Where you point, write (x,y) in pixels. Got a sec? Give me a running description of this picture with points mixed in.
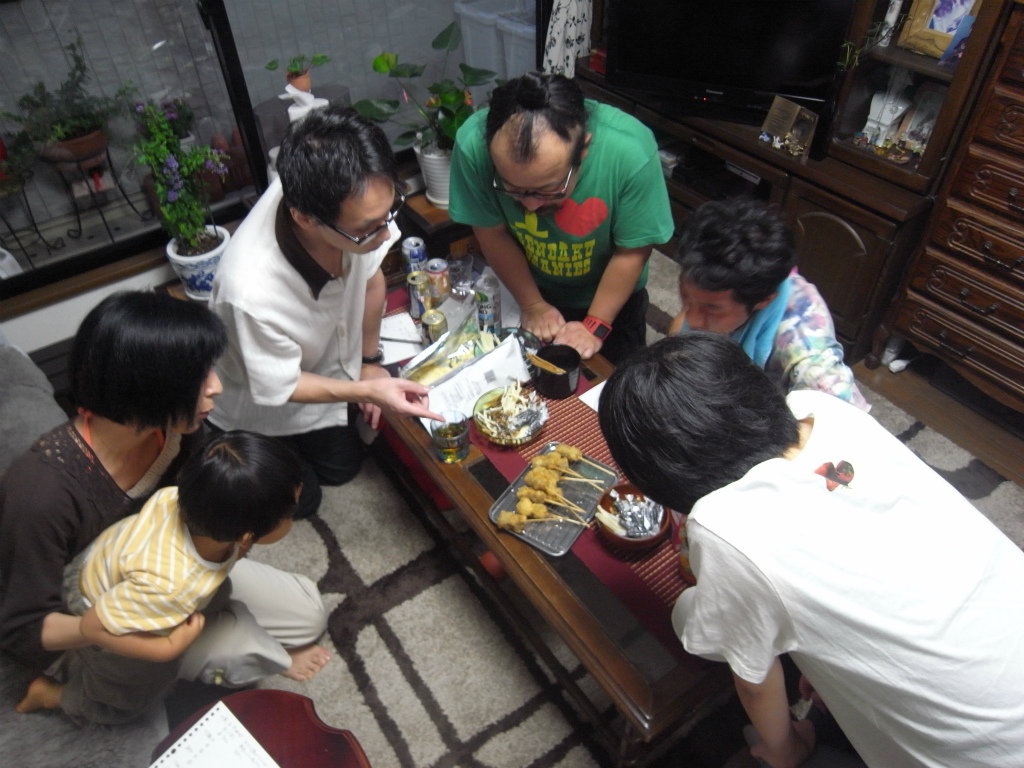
In this image there are group of people (611,327) sitting on the ground (358,521). To the left (197,478) there is woman (154,456) holding a kid (223,464). Besides her there is a man (308,414), he is wearing a white shirt (294,381) and black trousers (322,434). Towards the right (888,464) there is another person (770,715) wearing a white shirt (800,635), besides her there is a person (796,287) wearing colored dress (790,307). In the middle (574,259) there is a person (635,179), he is wearing a green t shirt (594,216). Among them there is a table (594,371), on the table (582,364) there are cans (416,288), food (544,462), tray (587,477), glasses (457,457). In the background (145,122) there are some plants (156,116), desk (640,107) and cupboards (970,197).
